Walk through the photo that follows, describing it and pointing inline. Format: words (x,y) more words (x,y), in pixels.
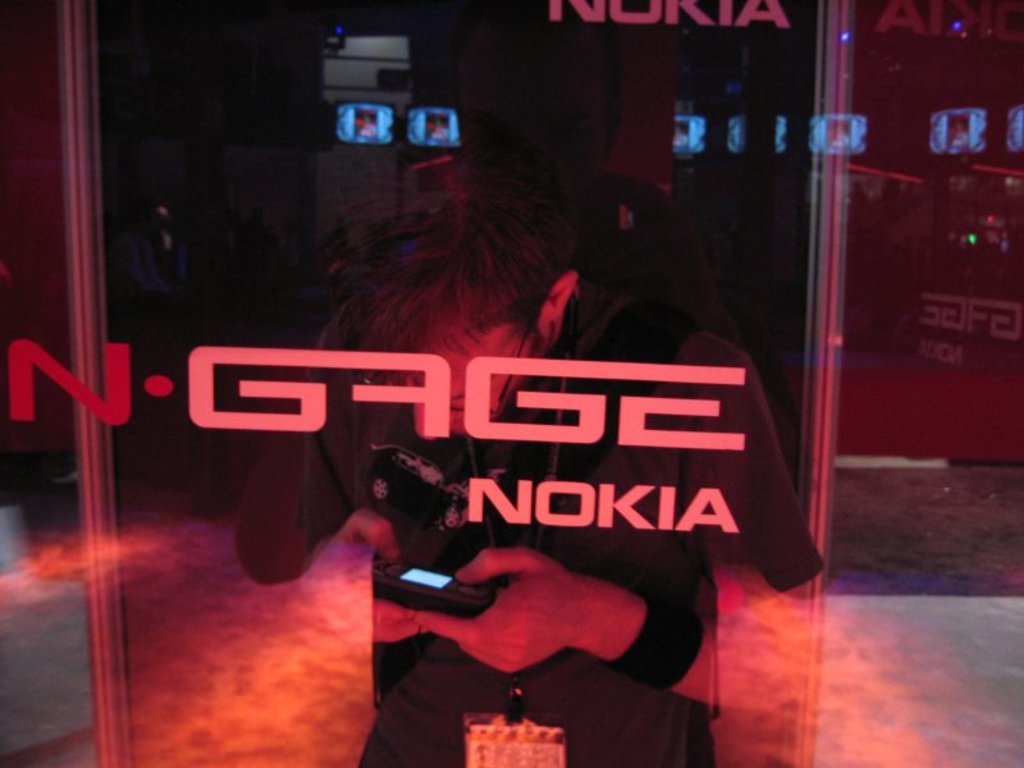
In this image I can see the person (467,451) holding the black color object (435,590) and the person (562,455) wearing the black color dress (527,462). In-front of the person (289,466) I can see the glass (324,666) and the name Nokia (585,517) is written on it. And there is a black background (243,242).
